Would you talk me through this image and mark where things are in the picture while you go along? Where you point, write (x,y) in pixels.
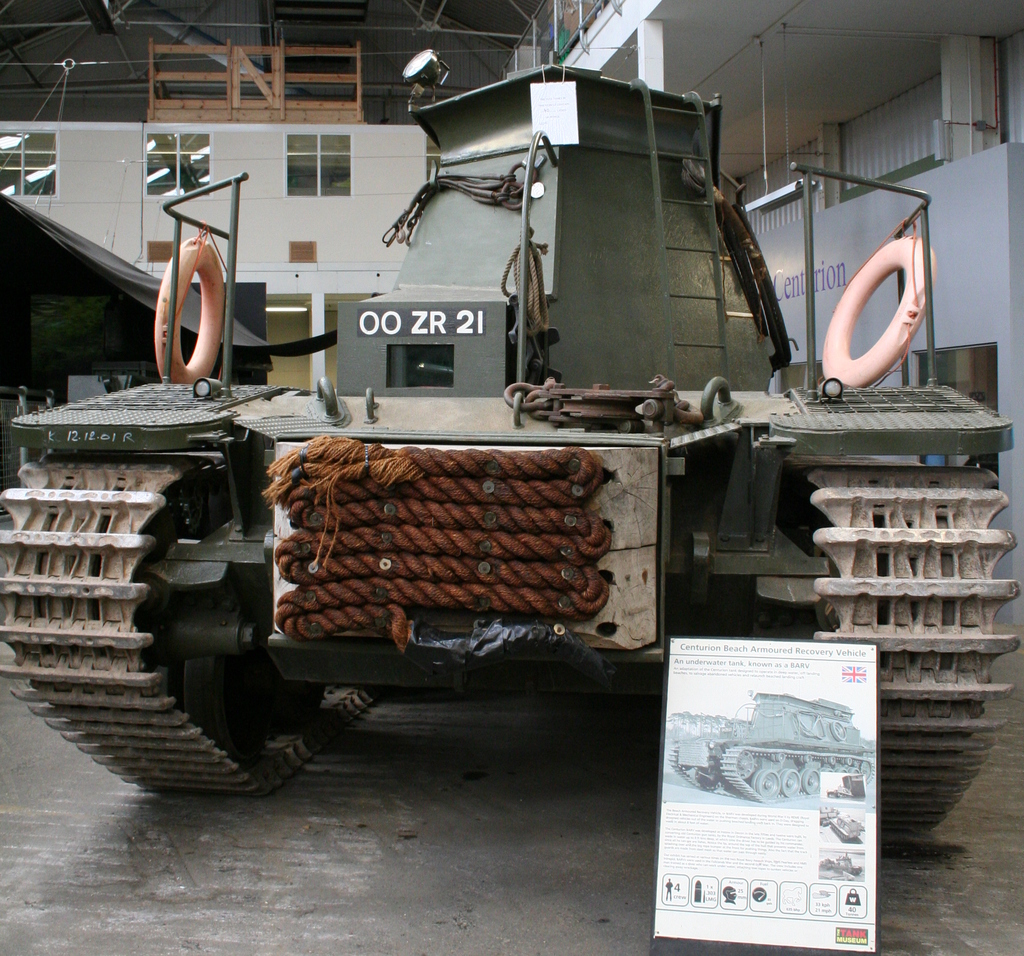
In this image, we can see a British tank (479,548) is placed on the floor (319,887). Here we can see a board (764,820). Few images (785,802) we can see here. Background there is a wall (966,250), pillars (955,114), lights (197,157), shed (108,283), rods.
